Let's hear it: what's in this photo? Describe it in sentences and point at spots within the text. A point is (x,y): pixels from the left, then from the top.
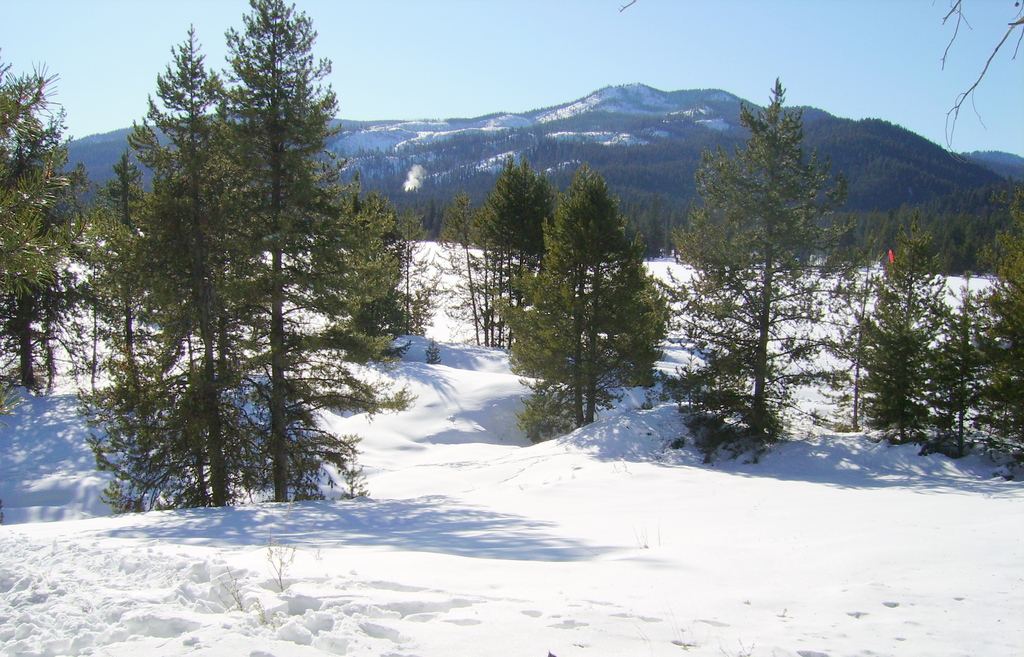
This image is taken outdoors. At the top of the image (243,23) there is the sky (697,27). At the bottom of the image (462,570) there is a ground (394,469) covered with snow (461,290). In the background (354,149) there are a few hills (708,129) and there are many trees (906,173) and plants (412,161) covered with snow (389,140). In the middle of the image (349,290) there are few trees (595,228) with green leaves (291,340), stems (283,469) and branches (215,159).
